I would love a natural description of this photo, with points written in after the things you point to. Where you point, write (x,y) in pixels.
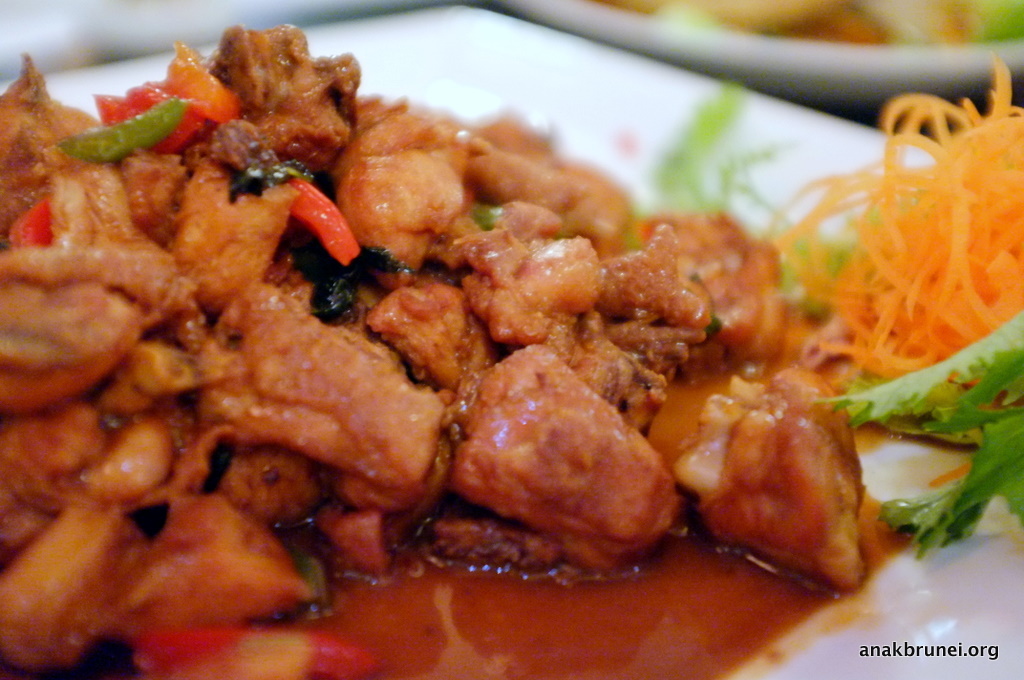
In this picture we can see the plates (782,101) which contains food (944,224). In the bottom right corner (923,649) we can see the text (874,647).
